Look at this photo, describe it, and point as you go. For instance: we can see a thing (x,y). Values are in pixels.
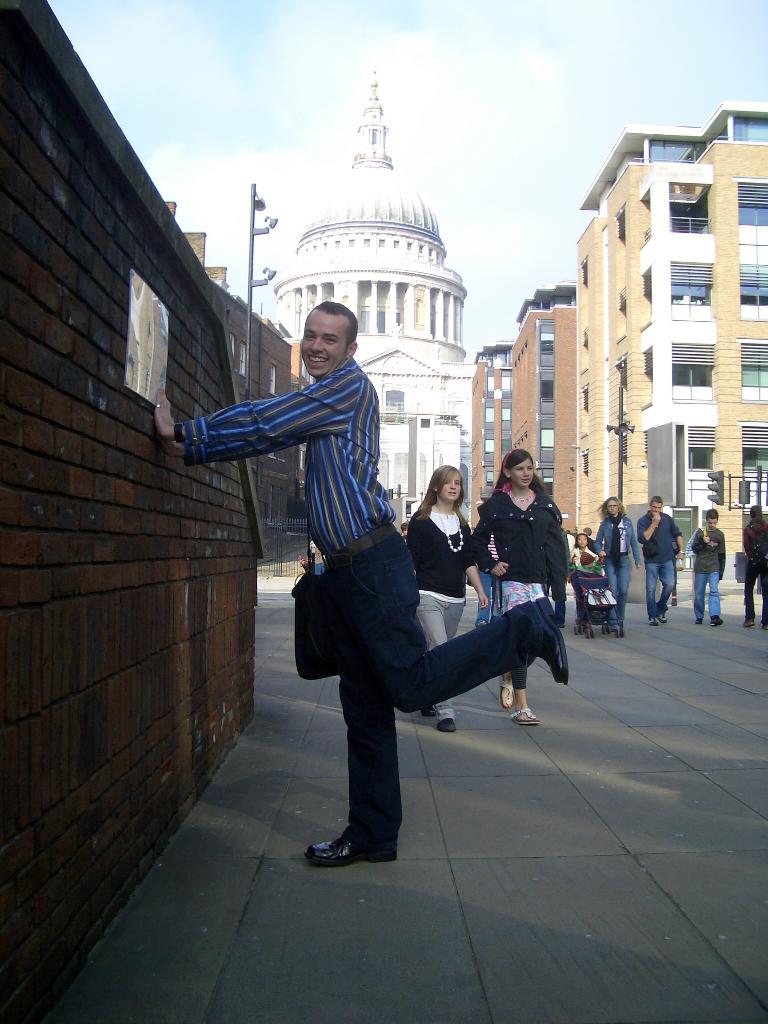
In this image there is a road (356,931). There is a wall (139,538) on the left side (125,567). There are people (521,698) walking. There are building (695,461) on the right side (518,410). There is a white color building (373,119) in the background (375,131). There is a sky (461,230). There are signal poles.
